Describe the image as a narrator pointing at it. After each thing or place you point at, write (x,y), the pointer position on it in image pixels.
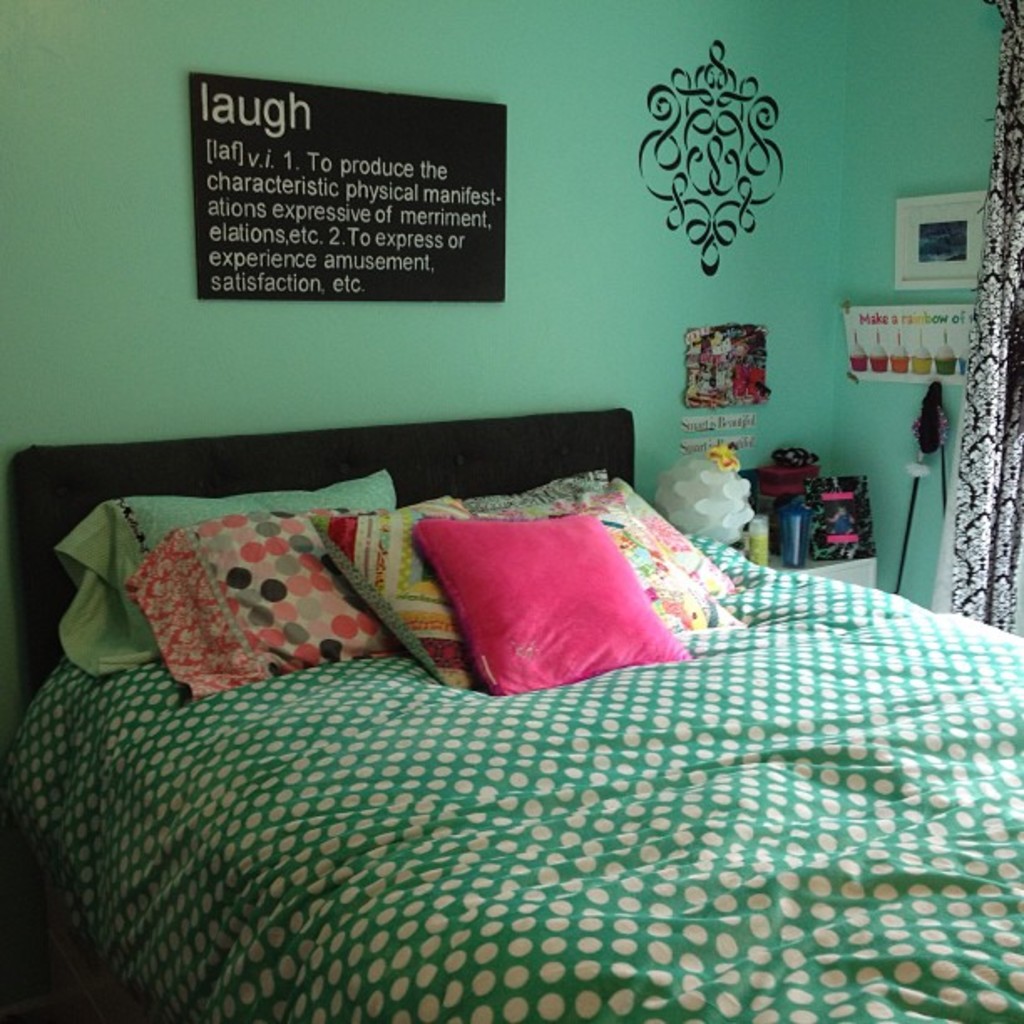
The image is taken in a room (40,251). In the center of the picture (588,514) there is a bed (708,697), on the bed (95,487) there are pillows (528,553) and blankets (759,700). In the center of the background (690,505) it is a desk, on the desk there are many objects (760,482). On the right (990,404) there is a curtain (983,425). On the left (307,137) there is a board (313,134) on the wall (590,121). The wall (590,121) is painted green.
